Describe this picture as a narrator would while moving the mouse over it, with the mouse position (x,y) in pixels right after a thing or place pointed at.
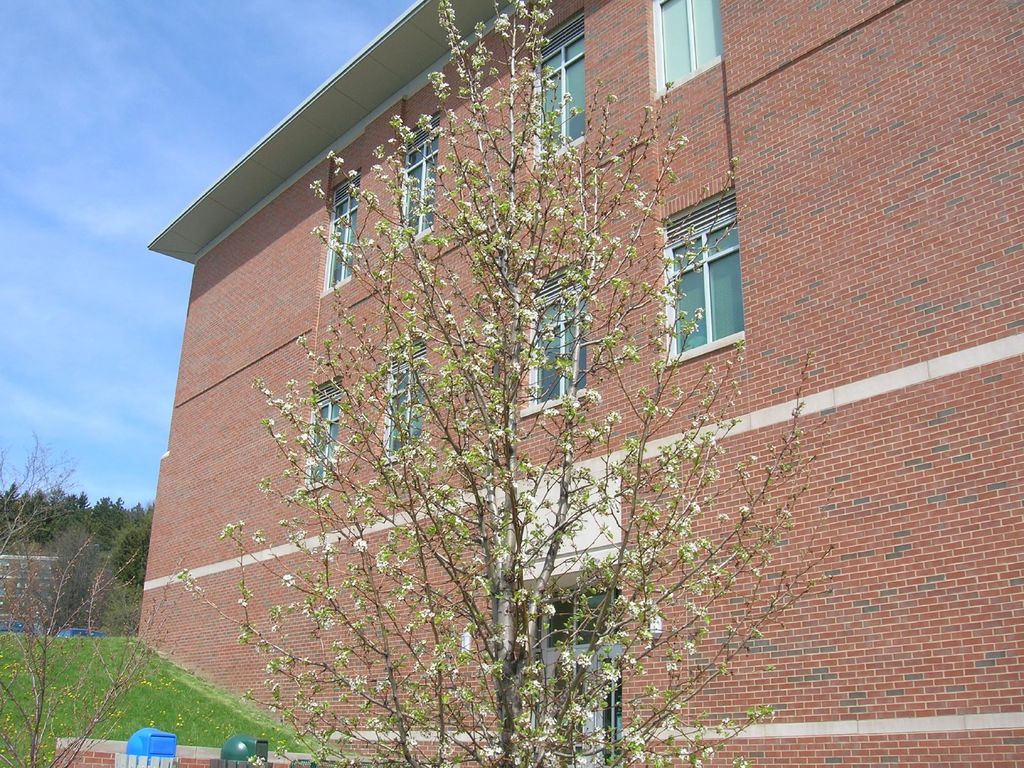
This is a building (860,379) with the windows (682,4). I can see a tree (537,252) with the flowers (403,194). Here is the grass (195,696). I think these are the kind of dustbins (162,740). In the background (106,556), I can see the trees (115,515). This is the sky (117,125).
